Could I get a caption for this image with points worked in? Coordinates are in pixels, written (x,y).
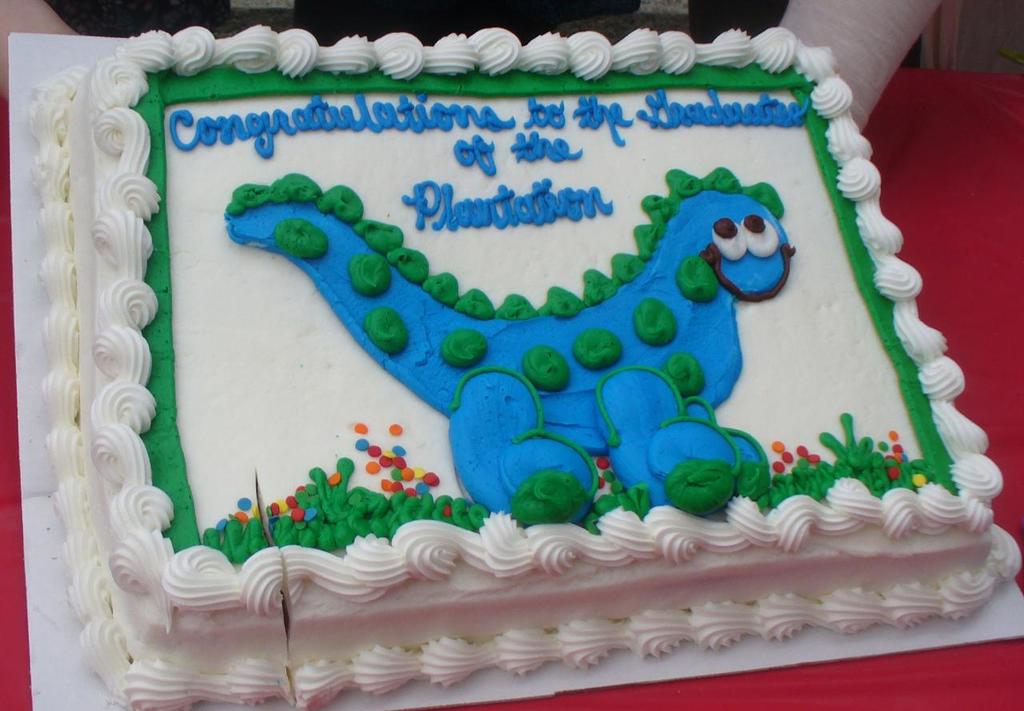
In the image we can see a cake (260,464), white, blue, green, red and orange in color. We can even see a human (840,24).
